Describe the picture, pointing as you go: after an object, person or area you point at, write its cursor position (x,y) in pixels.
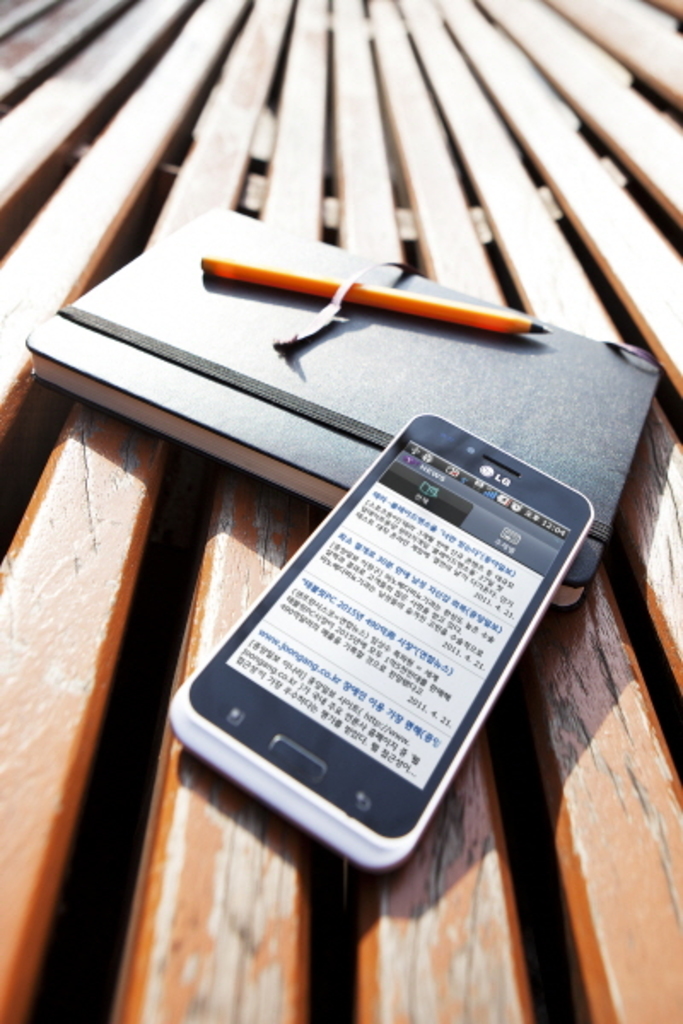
In the picture I can see a mobile phone (410,685), a book (453,378) and a pen (321,291) are placed on the wooden surface (52,533).
